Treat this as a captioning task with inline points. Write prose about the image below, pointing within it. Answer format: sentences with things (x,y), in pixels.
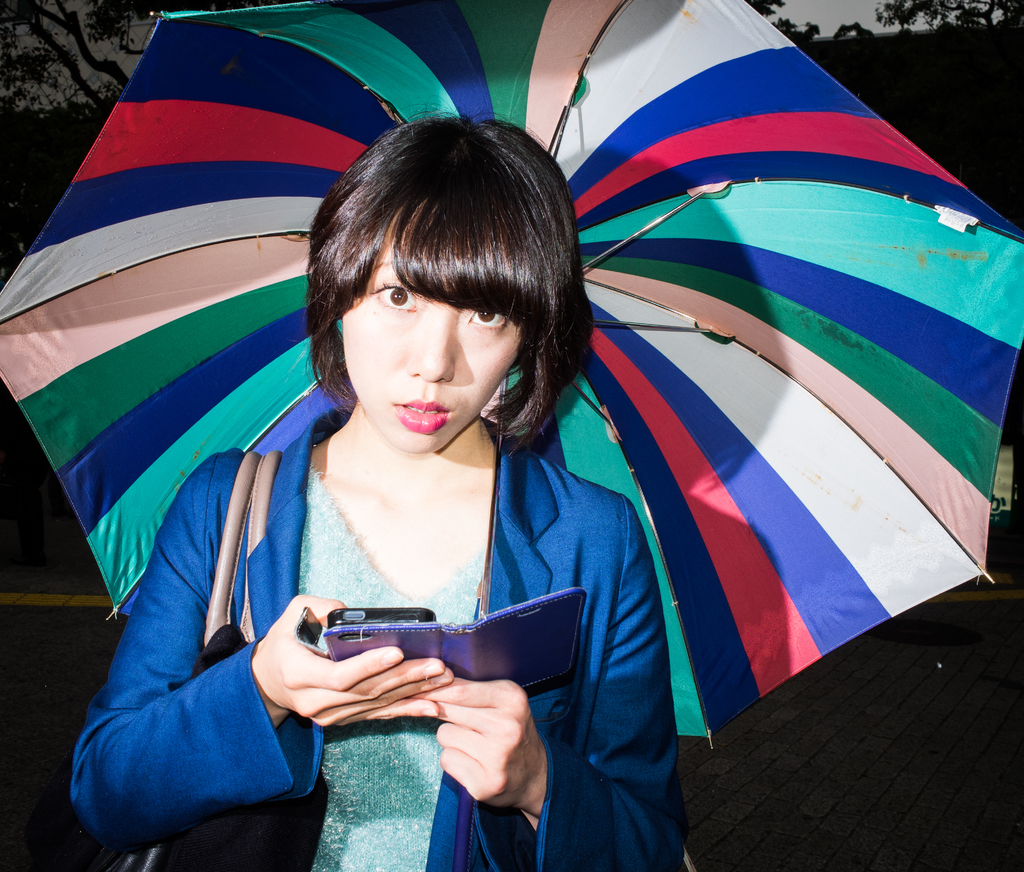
In the picture, there is a woman (453,715). She is operating the mobile phone (481,674), she is also holding a colorful umbrella (181,250) and she is standing on a paved surface (957,636).
